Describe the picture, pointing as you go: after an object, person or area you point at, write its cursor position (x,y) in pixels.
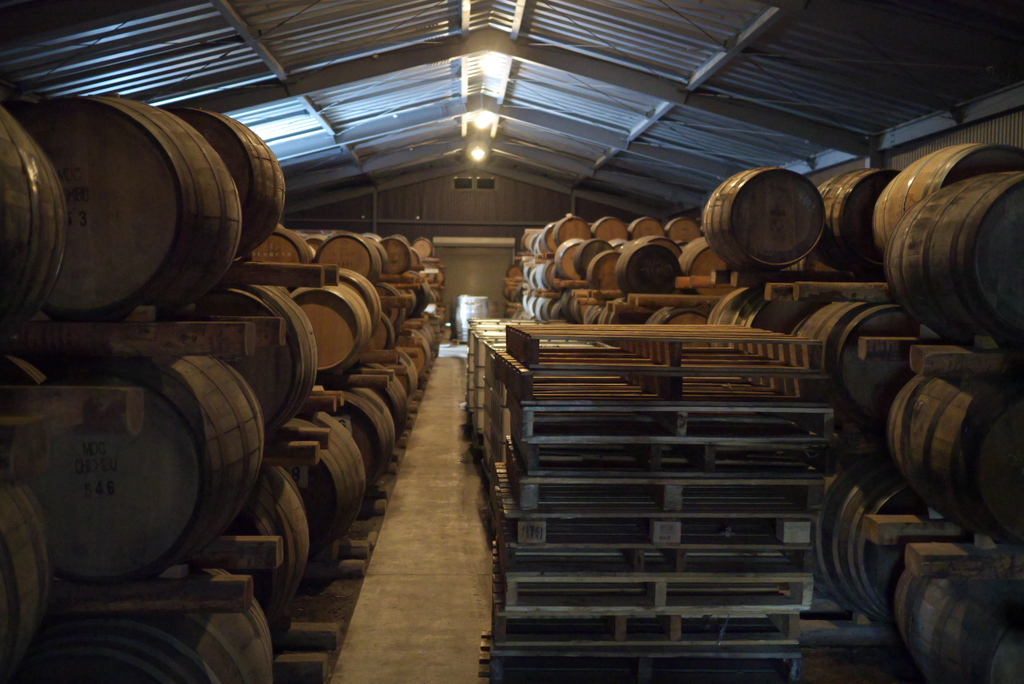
In this image I can see so many drums (858,197) and wooden pallets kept under the shed (461,289), on the roof (212,94) of the shed (525,77) I can see a light (491,125).
